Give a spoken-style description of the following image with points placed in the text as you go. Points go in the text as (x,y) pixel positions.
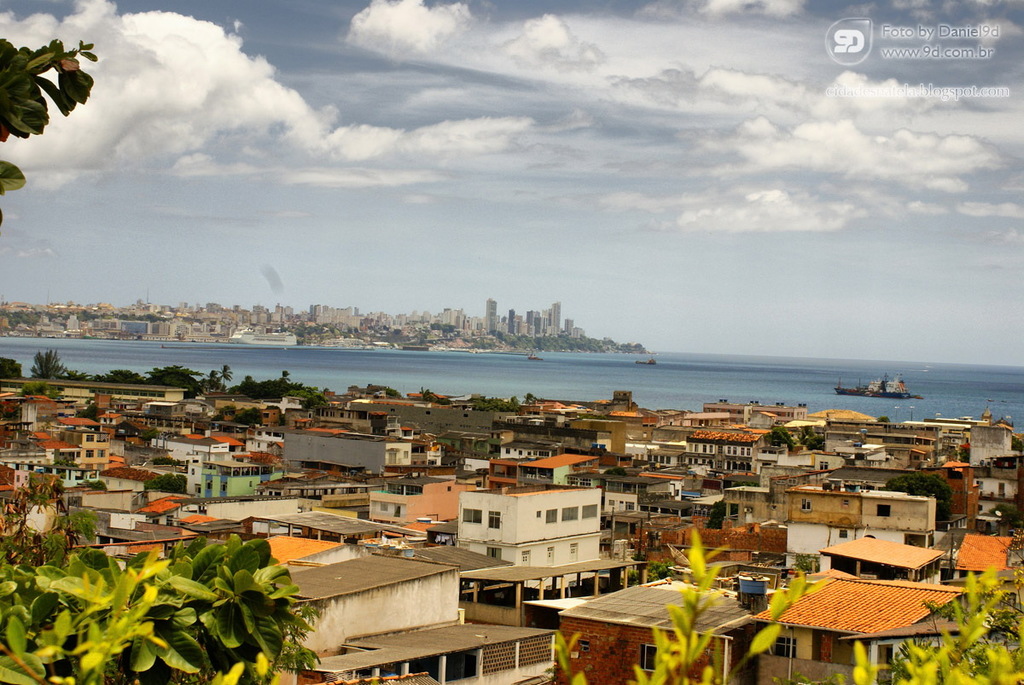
In this image I can see number of buildings (428,537), number of trees (1023,561) in the front (410,574) and in the background (277,391). I can also see water (283,365) in the centre (607,390) and on it I can see few boats (854,389). On the top side of this image (356,159) I can see clouds (342,176), the sky (681,49) and on the right side (909,29) I can see a watermark (1000,93).
